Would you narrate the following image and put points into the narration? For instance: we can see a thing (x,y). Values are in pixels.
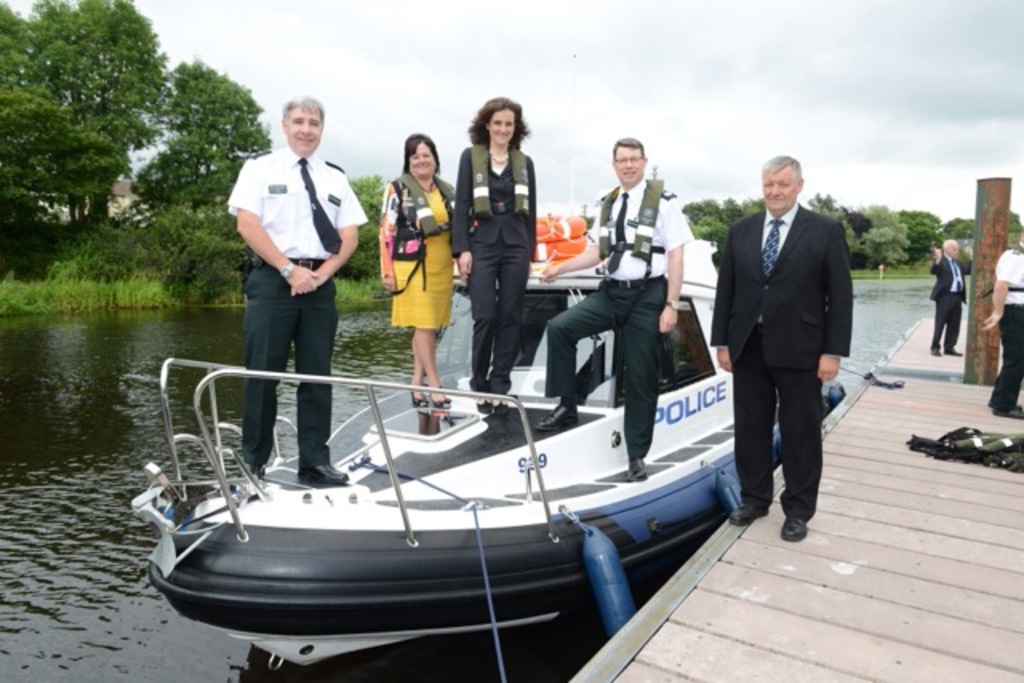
In this image we can see a group of people (499,344) standing on a boat (533,445) which is in the water (140,626). We can also see some swimming tubes (550,251) tied with ropes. On the right side (805,403) we can see a wooden pole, clothes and some people (1017,413) standing on the deck (855,575). On the backside (113,290) we can see some plants (124,283), a group of trees (95,205) and the sky (552,129) which looks cloudy.
